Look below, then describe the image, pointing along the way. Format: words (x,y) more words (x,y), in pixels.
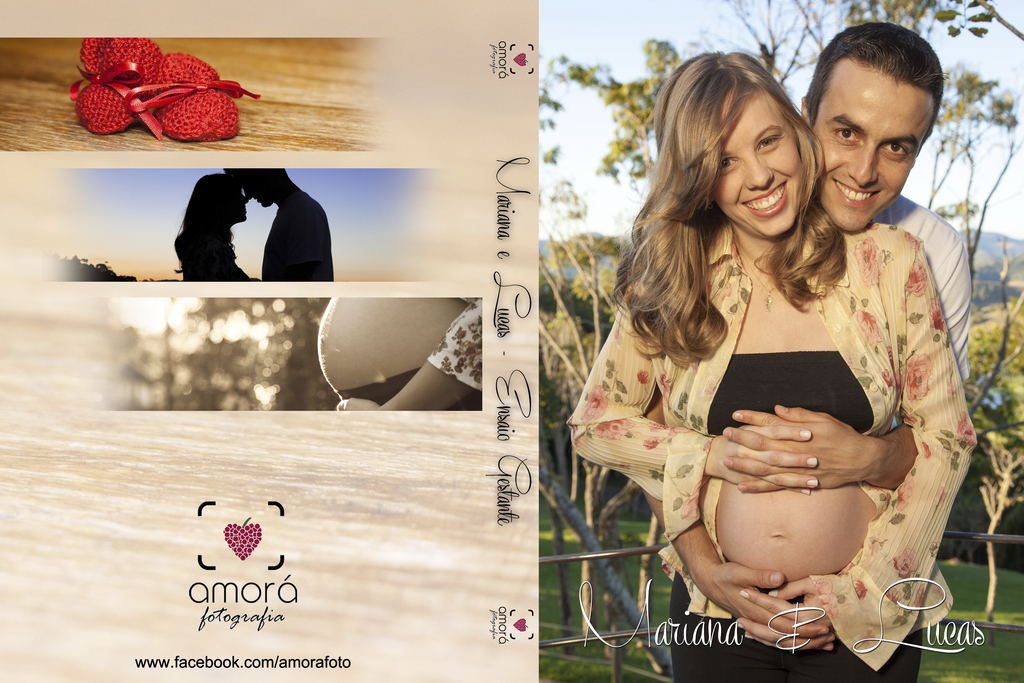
This is an edited image, in this image on the right side (840,225) there are two persons (830,228) who are standing and smiling and in the background (595,296) there are trees (947,115). On the left side (266,193) there are two persons (238,223) and some other objects (162,109) and also there is some text (266,588).
